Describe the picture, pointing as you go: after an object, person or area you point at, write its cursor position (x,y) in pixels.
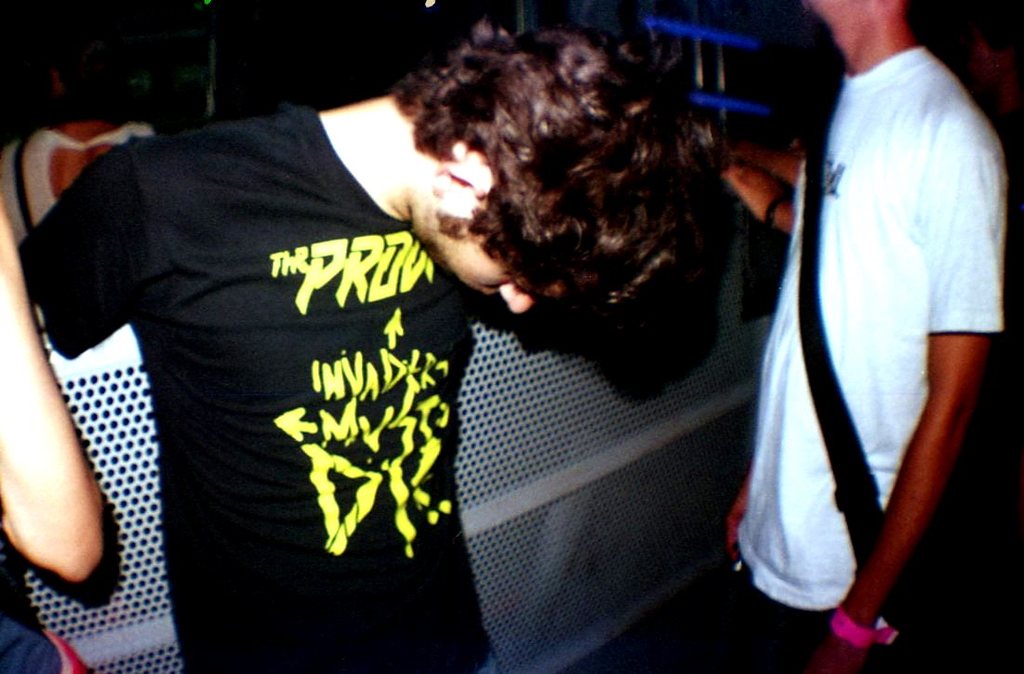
In this image we can see people (259,634) and an object (660,404). There is a dark background (29,25).
